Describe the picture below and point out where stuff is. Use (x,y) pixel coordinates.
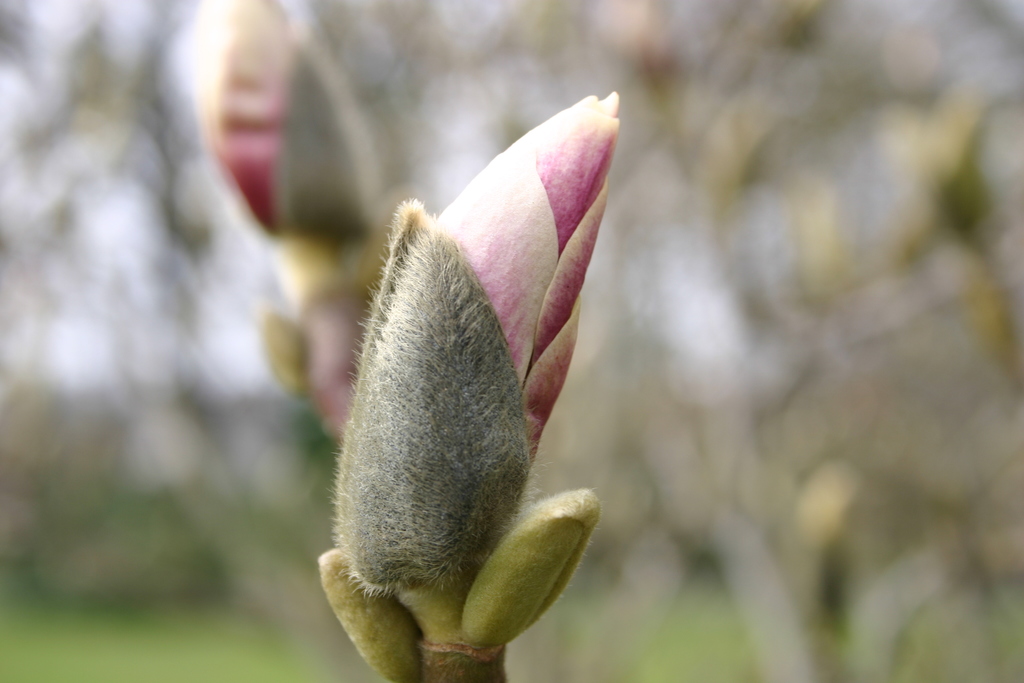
In this picture we can see a flower (458,264) in the front (431,335), there is a blurry background (526,7).
